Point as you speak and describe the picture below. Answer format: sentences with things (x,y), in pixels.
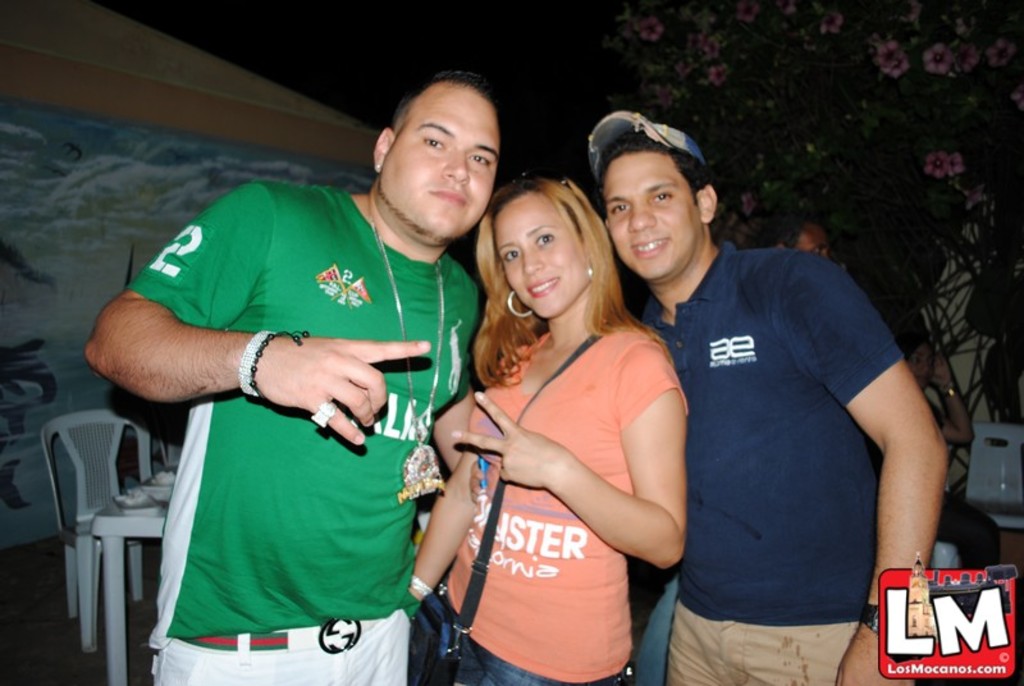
These three persons (430,354) are standing and smiling, this person (478,345) wear bag (456,653) and this person (635,184) wear cap (599,148). Behind these three persons (273,212) we can see wall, chairs (972,477), table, persons (915,350) and tree (811,89) with flowers (885,61).
